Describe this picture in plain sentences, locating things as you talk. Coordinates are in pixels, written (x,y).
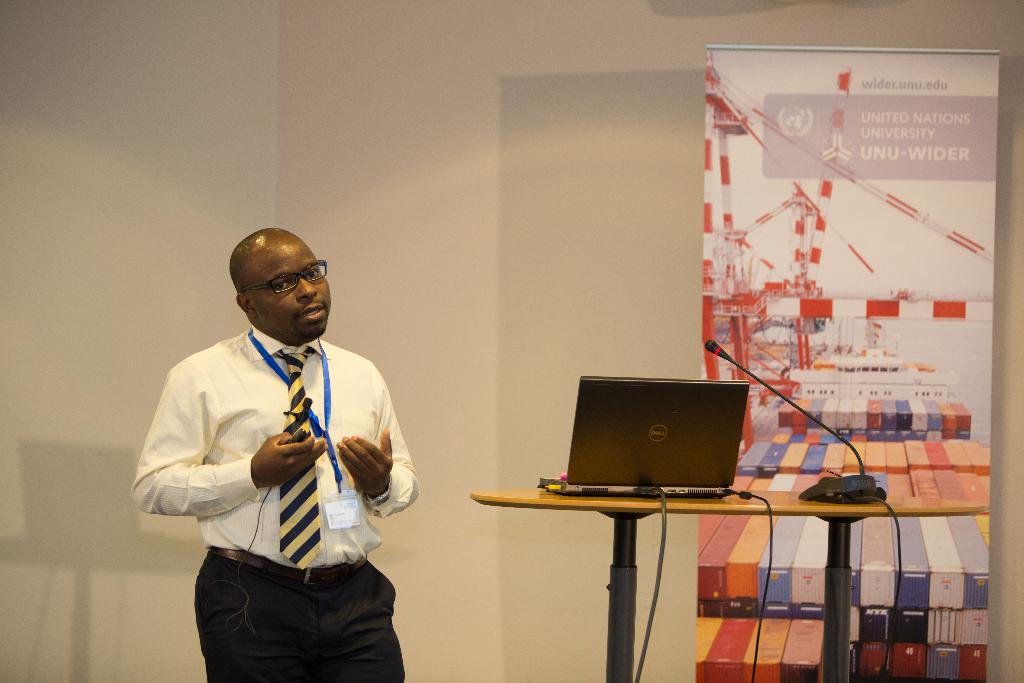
In this image I can see a man (171,478) is standing and I can see he is wearing shirt (227,447), tie (293,411), pant (284,610), ID card (334,459) and specs (315,267). Here I can see a table (533,498) and on it I can see a laptop (667,465) and a mic (833,433). I can also see a board (892,81) in background (821,221) and on it I can see something is written.
